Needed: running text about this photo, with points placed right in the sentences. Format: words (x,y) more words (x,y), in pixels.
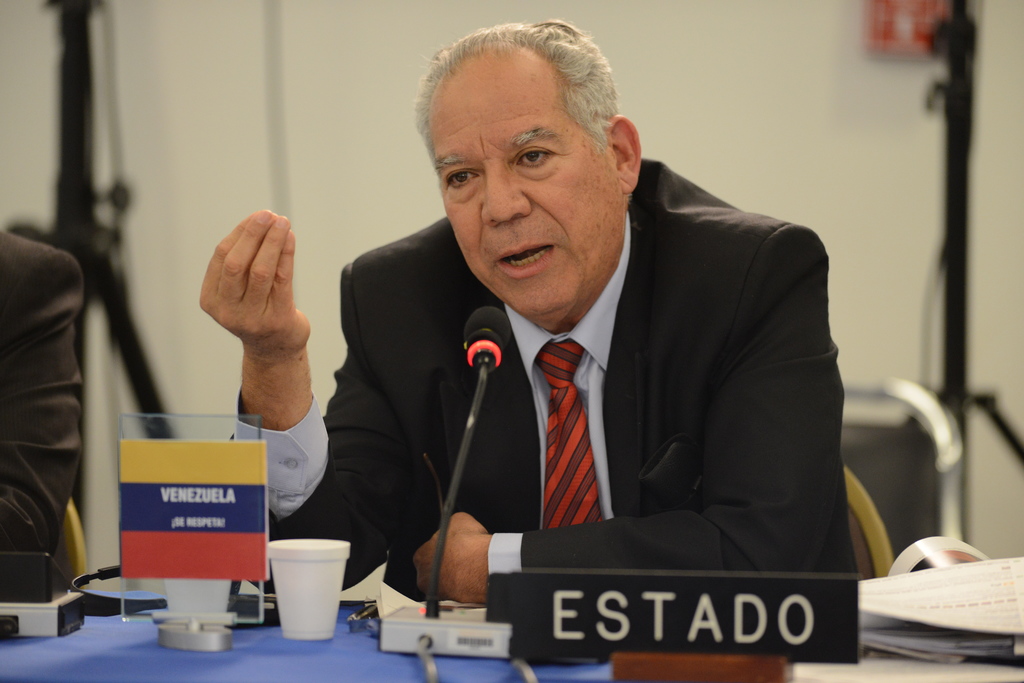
This is a picture taken in a meeting. In this picture there is a man (698,332) sitting and talking. In the foreground (930,597) there is a table (500,682), on the table (362,635) there is a mic (482,383), name plate (537,597), flag (208,561), cup (278,573), files (952,616) and cables (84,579). On the right (945,263) there is a stand (951,306) on the left (90,137) there is another stand (88,166).
